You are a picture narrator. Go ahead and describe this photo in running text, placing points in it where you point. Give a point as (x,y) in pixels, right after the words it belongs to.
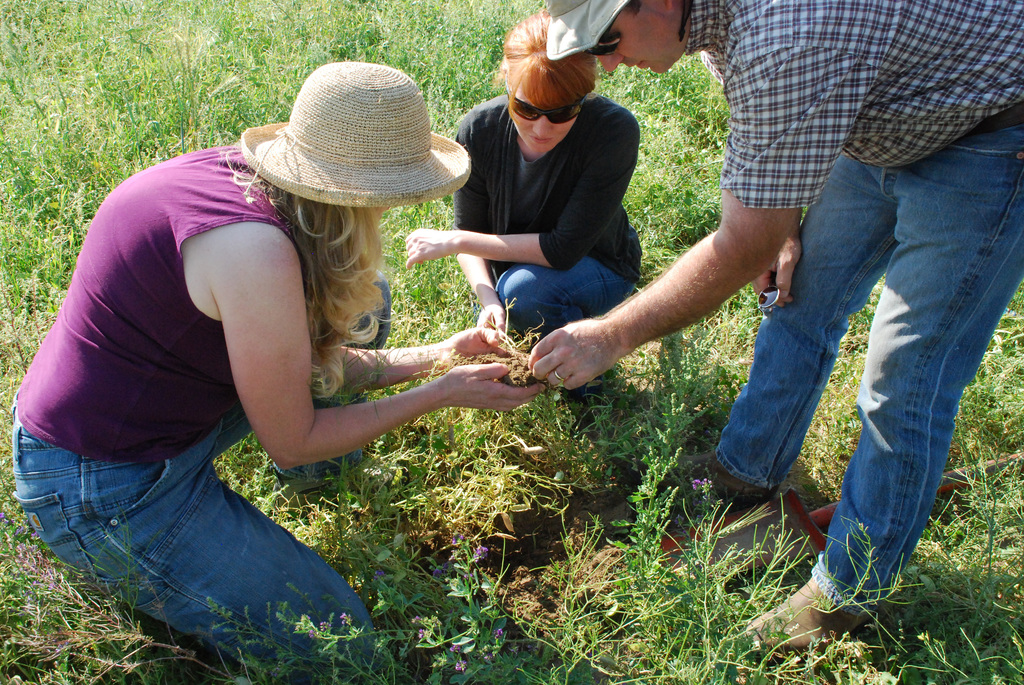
In this picture, we can see a few people (514,388), and the ground (630,458) with grass (602,476), and plants (527,510).
